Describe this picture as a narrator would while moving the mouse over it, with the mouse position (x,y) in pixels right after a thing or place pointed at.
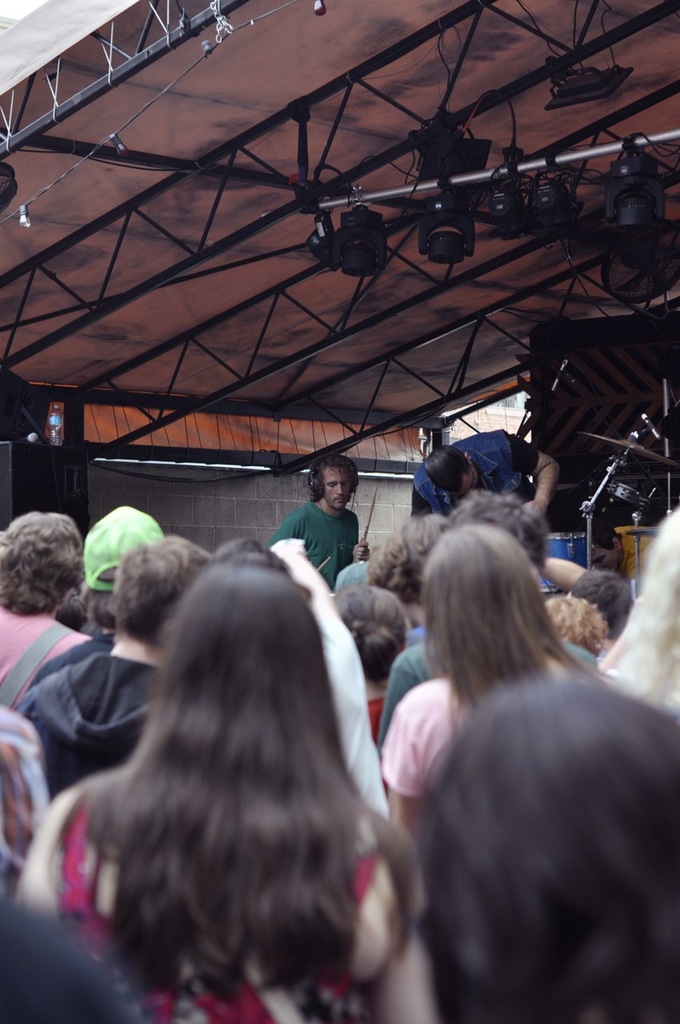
In the foreground of the picture (154,700) we can see crowd (351,679). In the middle of the picture (447,479) there is a band (501,462) and there are drums (620,498). At the top (432,142) there are iron frames (301,113), focus lights (434,175), cable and canopy (248,219).
